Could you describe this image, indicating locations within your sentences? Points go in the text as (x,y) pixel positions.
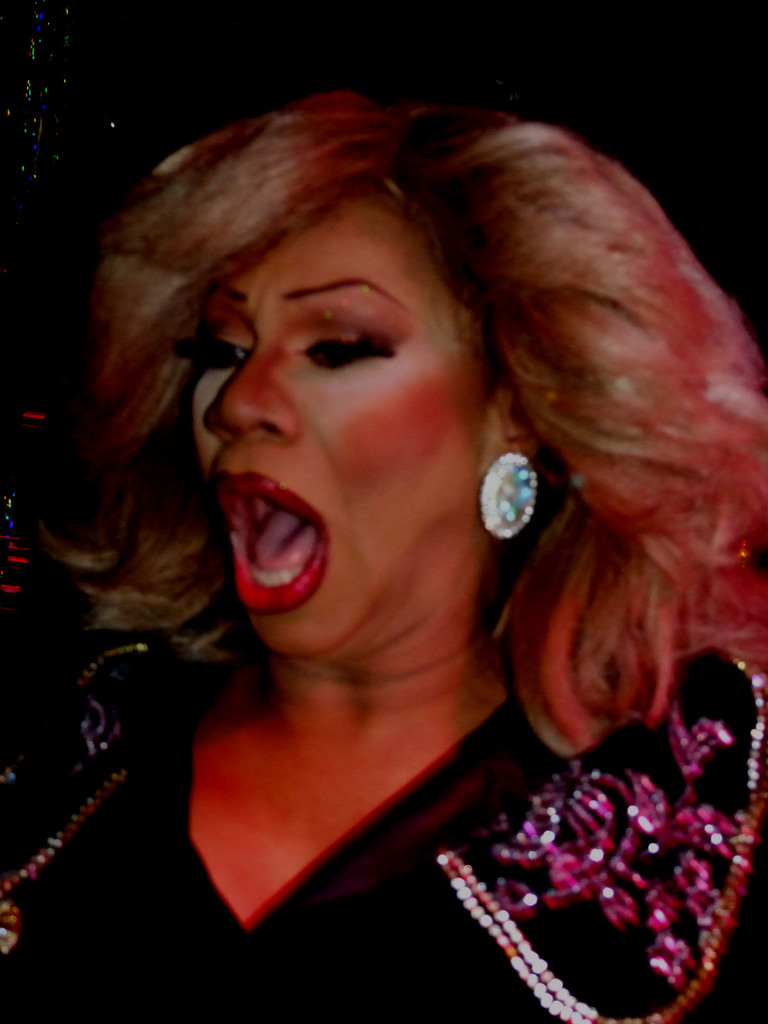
In this image we can see a woman (394,521).
